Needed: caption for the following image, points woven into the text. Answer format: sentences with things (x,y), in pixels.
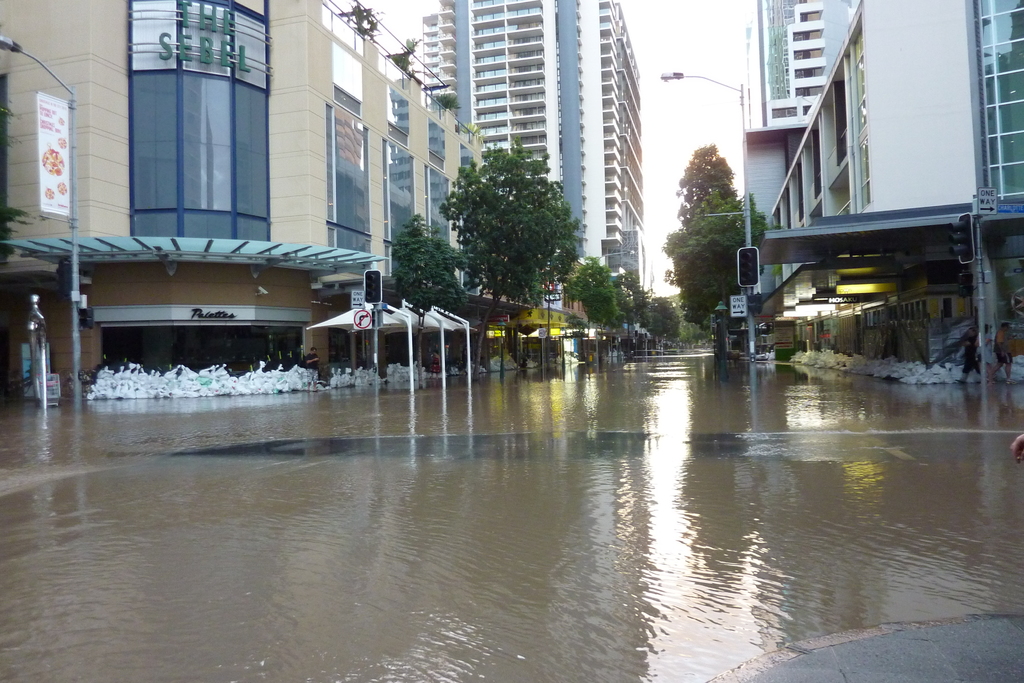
In this image in the front (655,440) there is water (576,490) on the road (533,471). In the background (508,321) there are buildings (530,307), trees (579,299) and poles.
